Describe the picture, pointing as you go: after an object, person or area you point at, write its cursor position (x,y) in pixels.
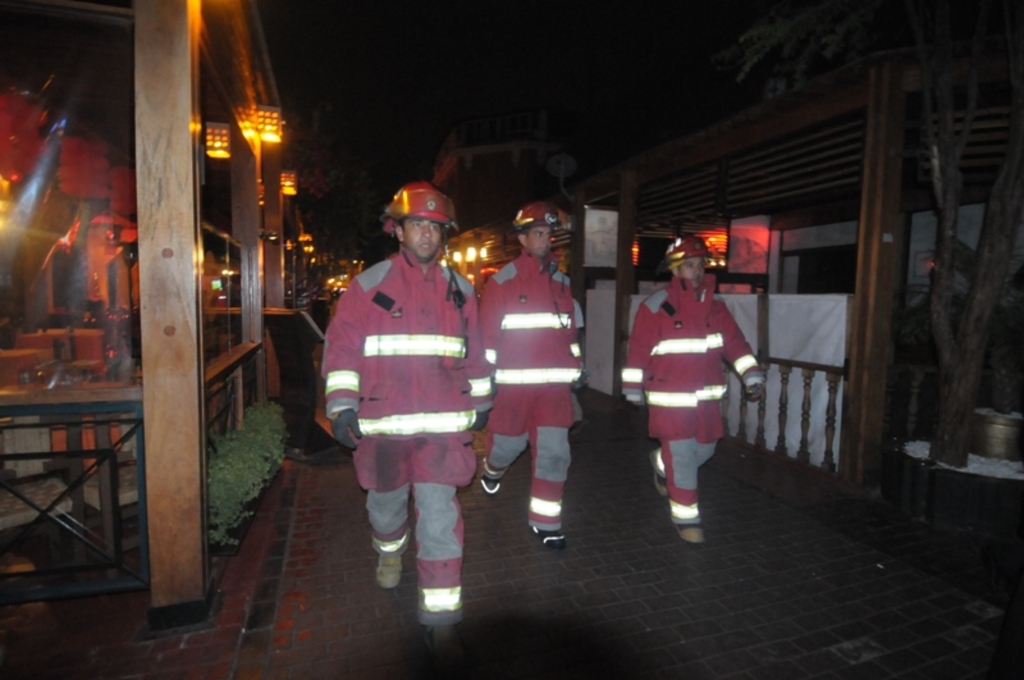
At the bottom of this image (444,580), there are three persons (398,192), wearing caps (698,246) and walking on the road (479,614). On the left side (208,511), there are wooden pillars (185,211), lights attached to the roof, a fence (246,385), plants (259,414) and other objects (128,242). On the right side (888,411), there is a fence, a tree (978,232), lights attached to the roof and other objects (918,316). In the background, there are lights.
